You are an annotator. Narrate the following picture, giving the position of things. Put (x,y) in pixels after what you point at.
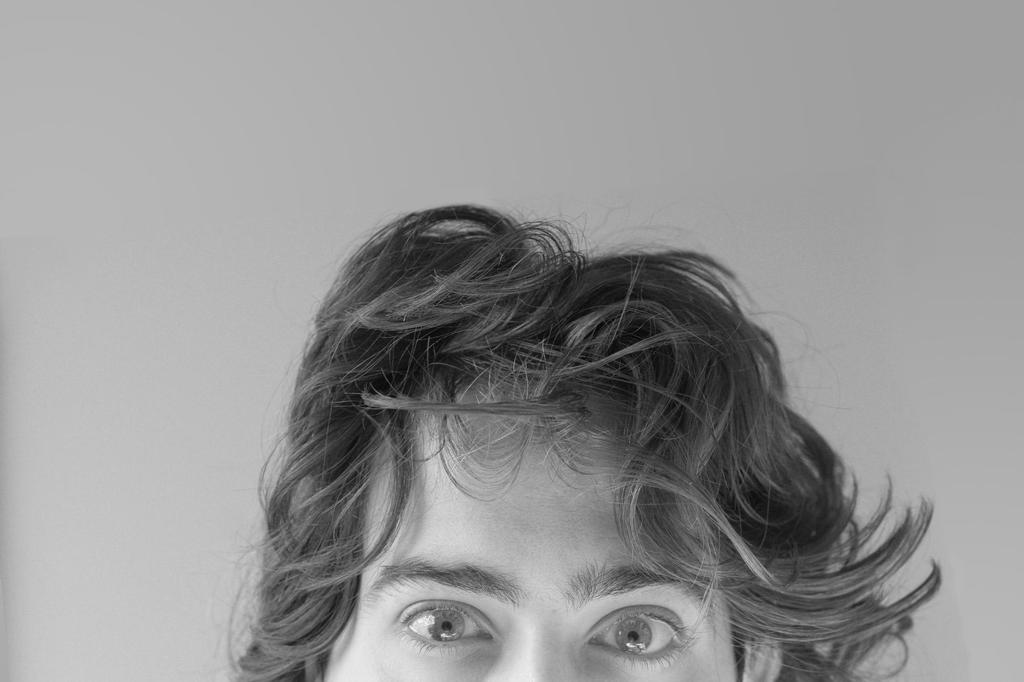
This image is a black and white image. In this image the background (48,649) is gray in color. In the middle of the image (502,445) there is a face (451,611) of a person (518,599).
